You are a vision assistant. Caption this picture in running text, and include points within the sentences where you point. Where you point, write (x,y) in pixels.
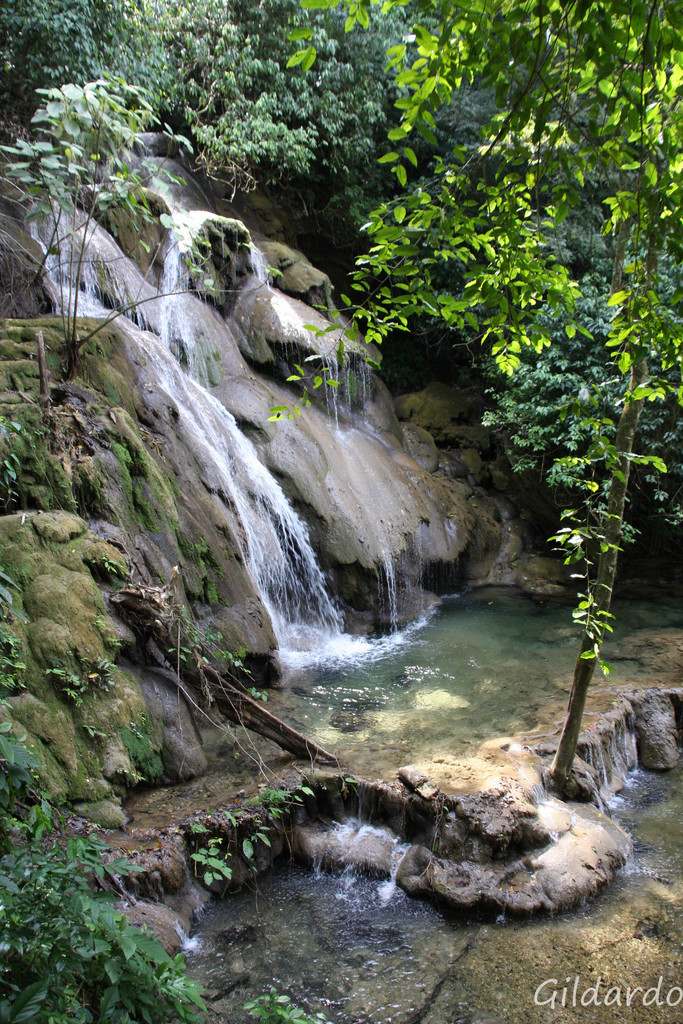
In this image in the center (240,445) there is a waterfall (109,313) and some rocks (109,705) and plants (123,986), in the background (225,76) there are a group of trees (441,166).
